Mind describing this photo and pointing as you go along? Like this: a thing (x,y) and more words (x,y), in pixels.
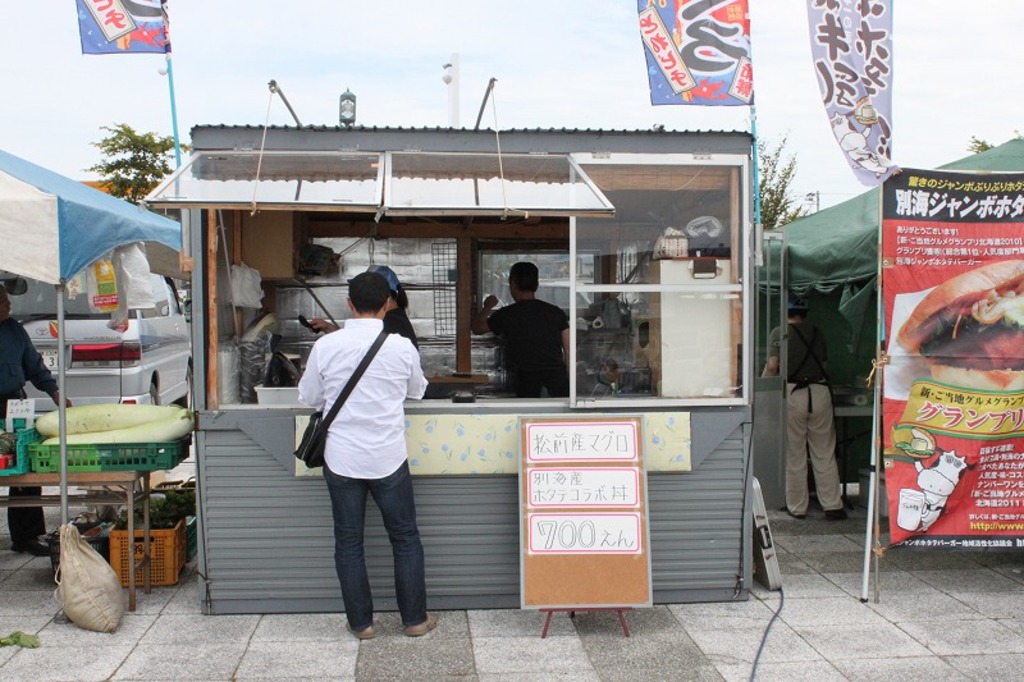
This is the picture of a place where we have a person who is standing in front of the desk (474,460) on which there are some things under the shed (470,444) and also we can see some flags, poster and some other people (803,508) and some other sheds (59,304).
